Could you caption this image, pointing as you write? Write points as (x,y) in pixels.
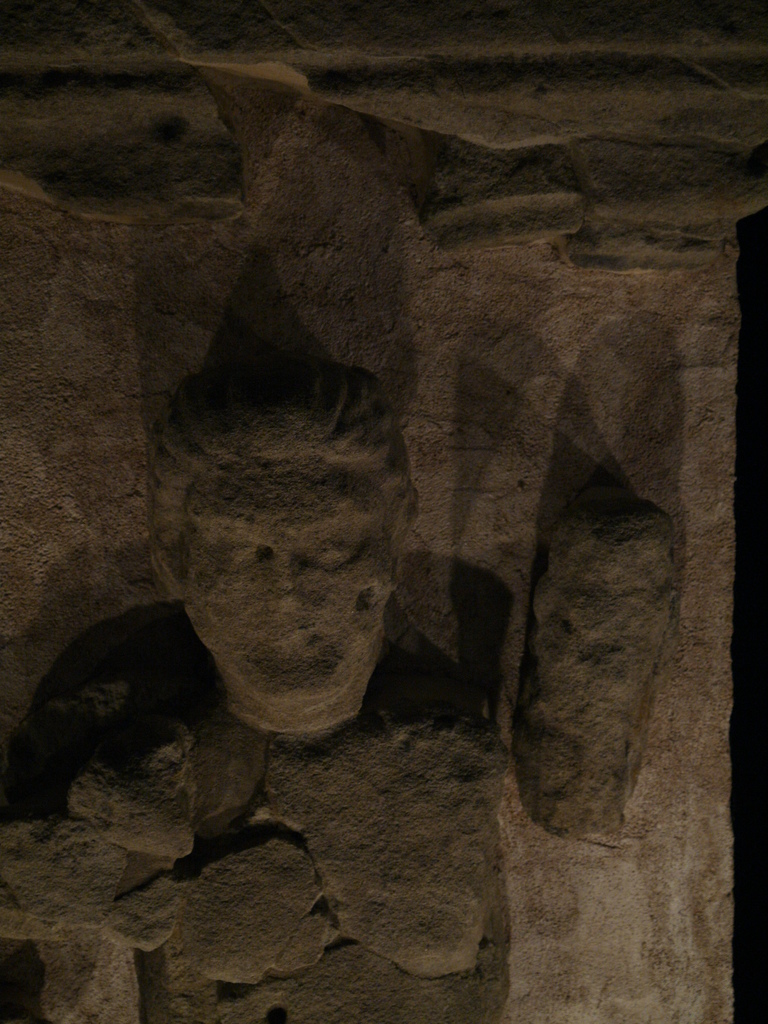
In this picture there is a sculpture (401,545) in the center of the image (338,479).
